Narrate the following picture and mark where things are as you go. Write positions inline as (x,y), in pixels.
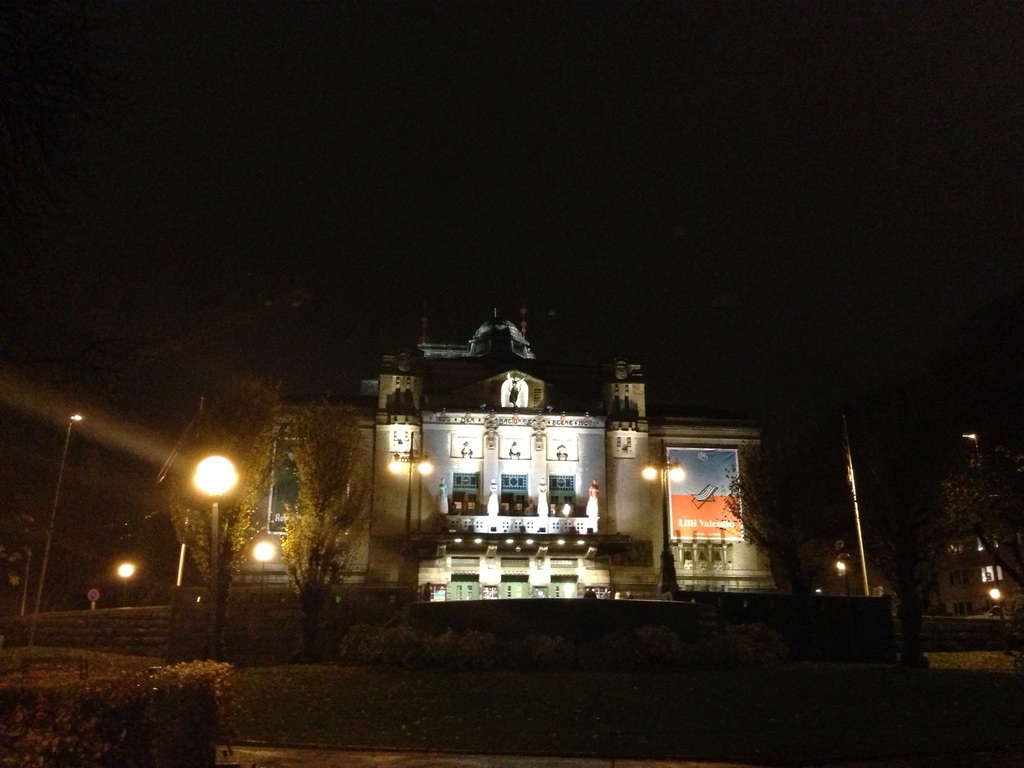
This image is clicked outside. There are trees (906,602) in the middle (361,452). There is a building (587,523) in the middle (591,484). It has windows (523,490). There are lights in the middle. There are bushes (61,695) at the bottom (16,697).
